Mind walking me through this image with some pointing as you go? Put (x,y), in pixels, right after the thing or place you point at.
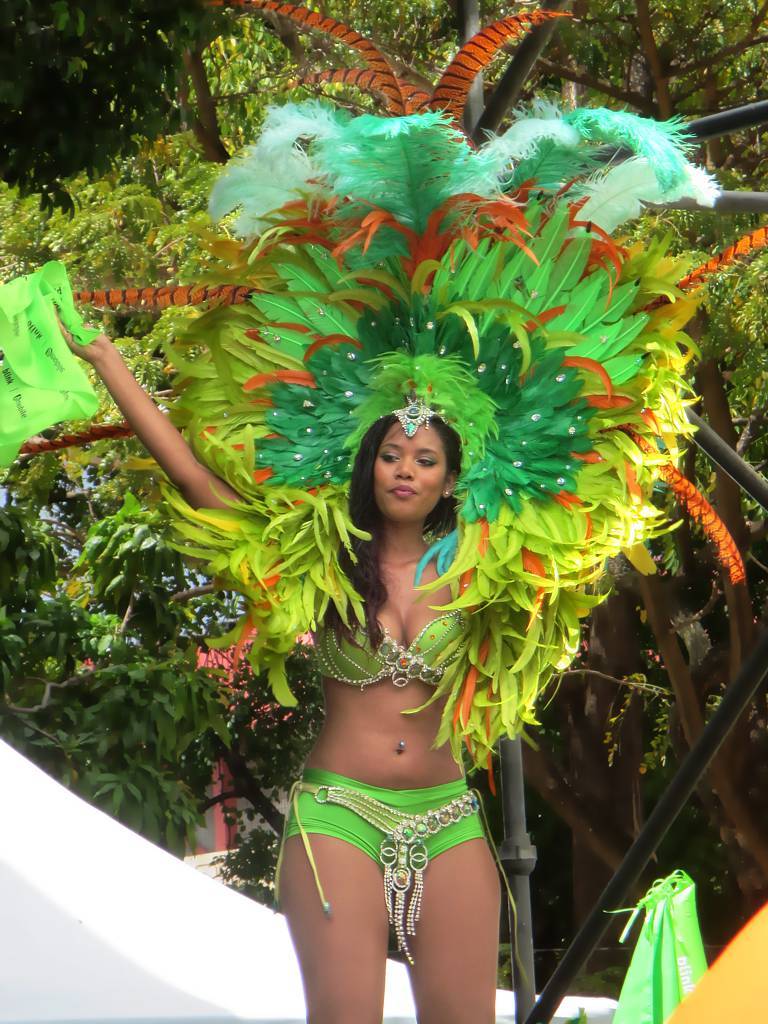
In this image, I can see the woman (432,818) standing and smiling. She wore a fancy dress (360,810). In the background (245,708), I can see the trees (135,545) with branches (201,136) and leaves (170,711). This looks like a pole (527,950). At the bottom of the image (154,879), I think this is the wall (165,934), which is white in color. This looks like a bag (664,954), which is green in color.
